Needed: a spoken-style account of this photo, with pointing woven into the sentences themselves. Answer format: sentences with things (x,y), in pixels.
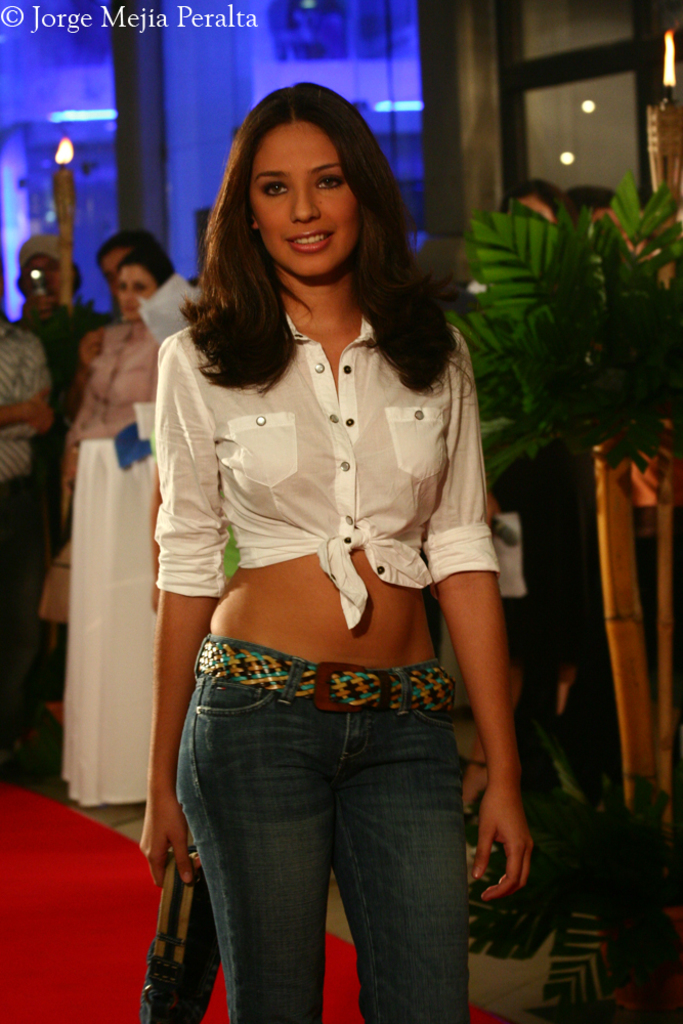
This image is taken indoors. At the bottom of the image (104,928) there is a floor (96,813) with a mat (73,864). In the background (410,153) there is a wall (215,60) and there are a few lights (105,114). A few people (115,358) are standing on the floor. On the right side of the image (568,399) there is a plant (558,428) in the pot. In the middle of the image (319,506) a girl (259,614) is standing on the floor (472,973) and she is holding a handbag (171,916) in her hand (178,843).
